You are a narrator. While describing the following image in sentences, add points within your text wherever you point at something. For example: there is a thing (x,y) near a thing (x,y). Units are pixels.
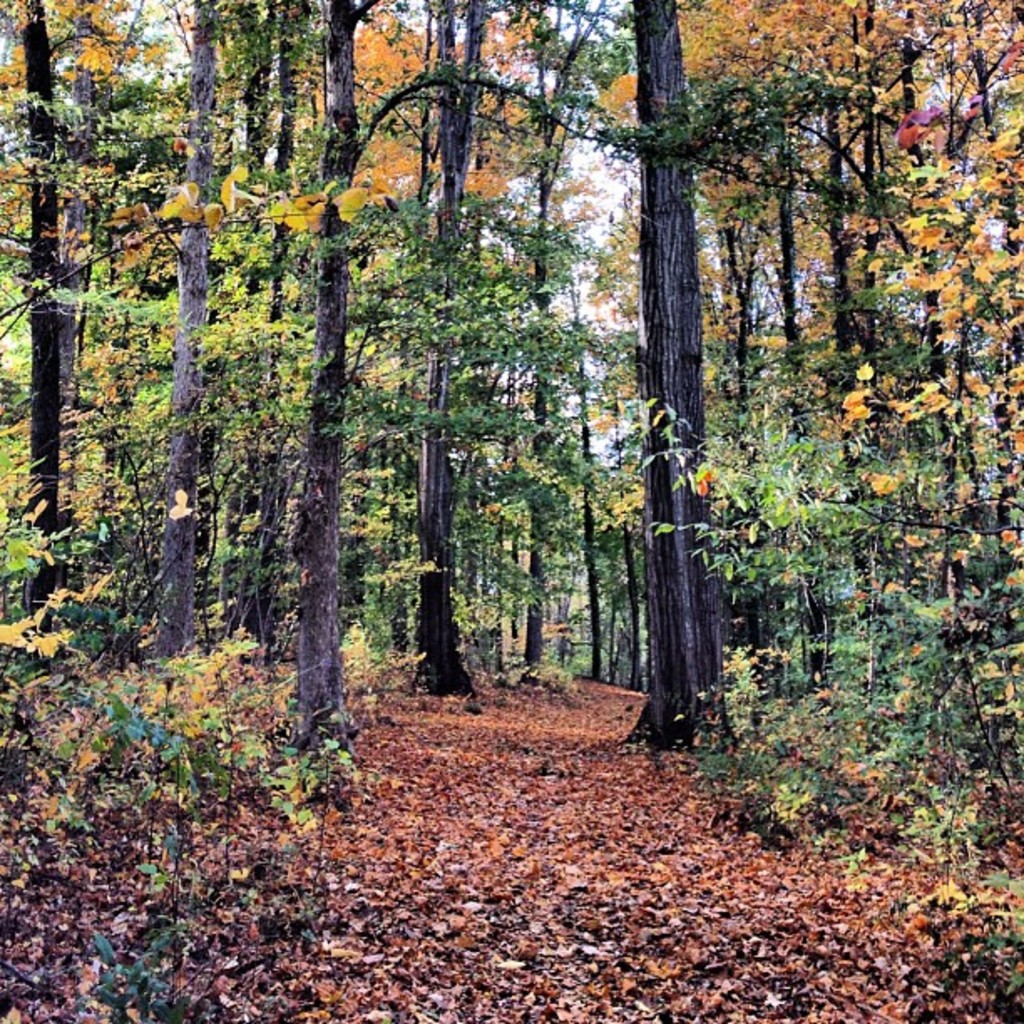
In this picture I can see the trees (576,579), at the top (622,211) there is the sky (622,211).
